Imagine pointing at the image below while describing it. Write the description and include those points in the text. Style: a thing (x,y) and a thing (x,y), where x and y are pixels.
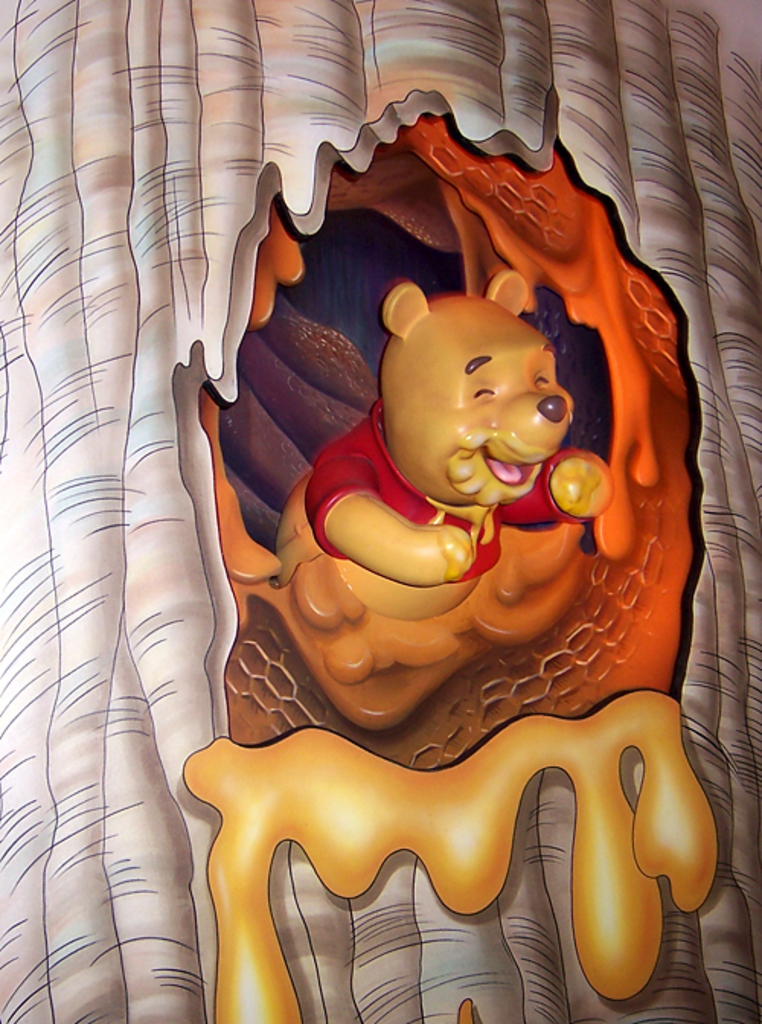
In the foreground (675,644) I can see a teddy bear (473,411) and a tree trunk (694,634). This image is taken may be in a house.
